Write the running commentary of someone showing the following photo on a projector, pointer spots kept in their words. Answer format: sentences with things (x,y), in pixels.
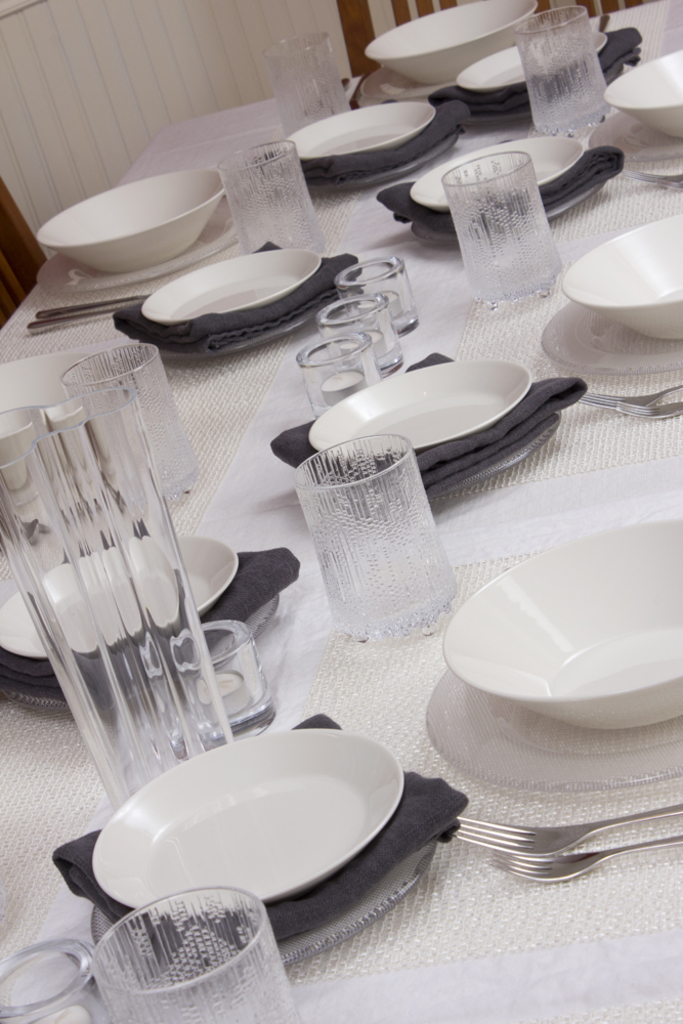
In this image i can see few glasses (422,523), bowl (412,383) on a table (503,458) at the back ground (365,14) i can see a chair (349,14).
